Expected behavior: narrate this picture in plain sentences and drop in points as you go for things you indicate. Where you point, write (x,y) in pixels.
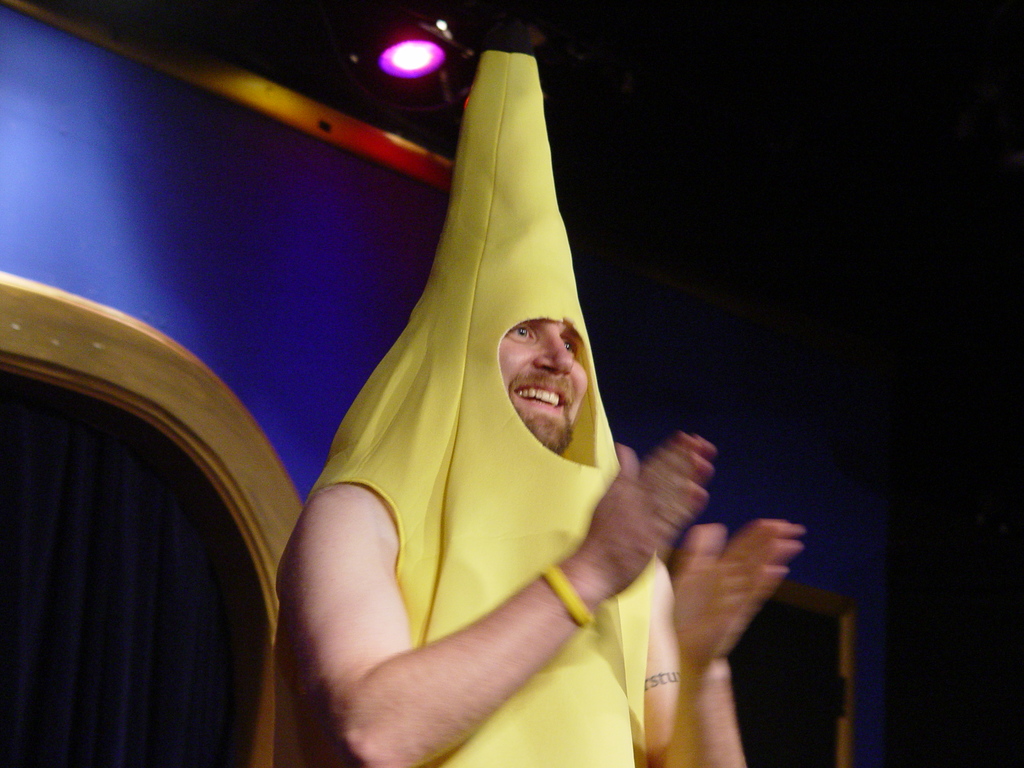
In this image we can see person (535,590) is clapping and at the back side (356,225) there is a wall (253,313) and at the top (418,67) there is a light (437,54).
